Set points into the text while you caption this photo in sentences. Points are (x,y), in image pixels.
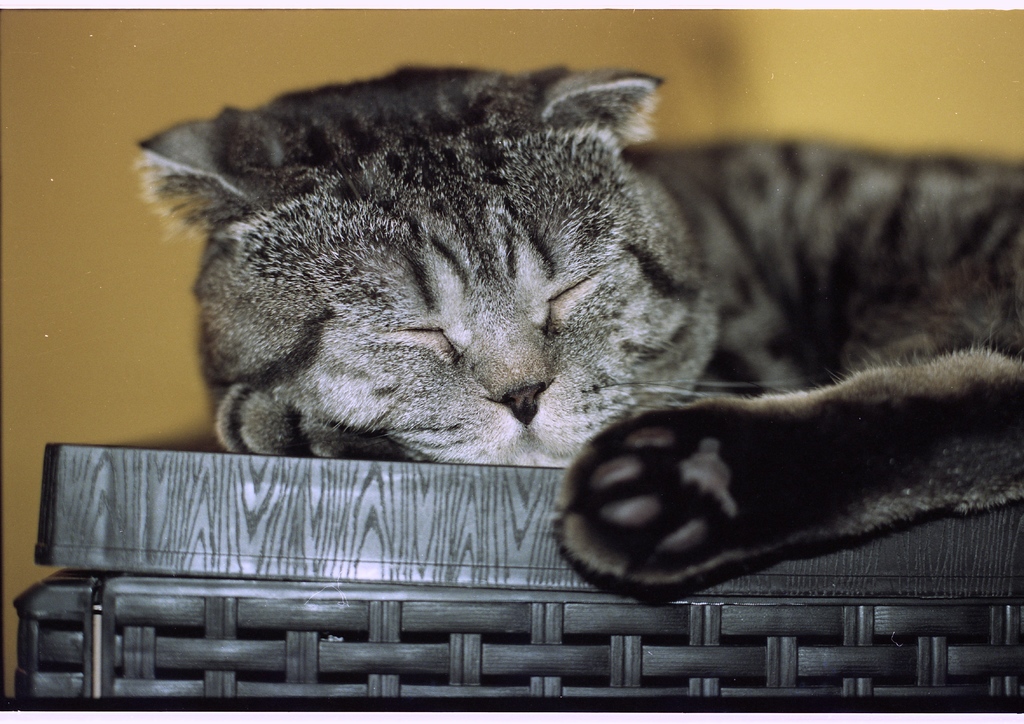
In this image we can see a cat (449,336) laying on the basket (372,566).
